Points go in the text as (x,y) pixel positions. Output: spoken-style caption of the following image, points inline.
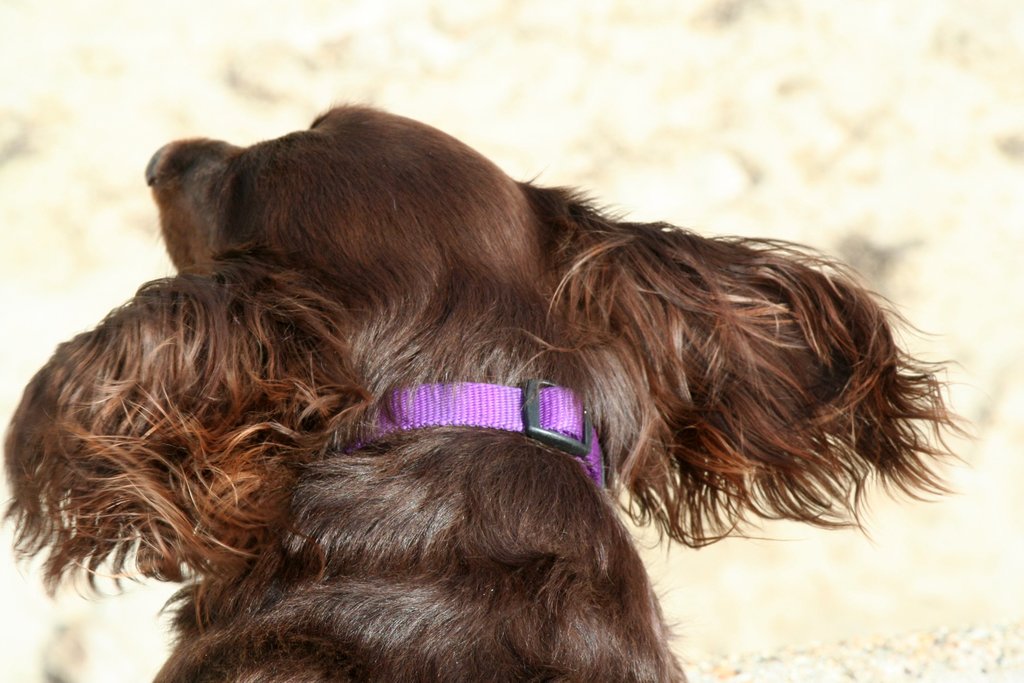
In this image there is a dog (376,539) in the foreground (115,538), background (75,239) is blurry.
